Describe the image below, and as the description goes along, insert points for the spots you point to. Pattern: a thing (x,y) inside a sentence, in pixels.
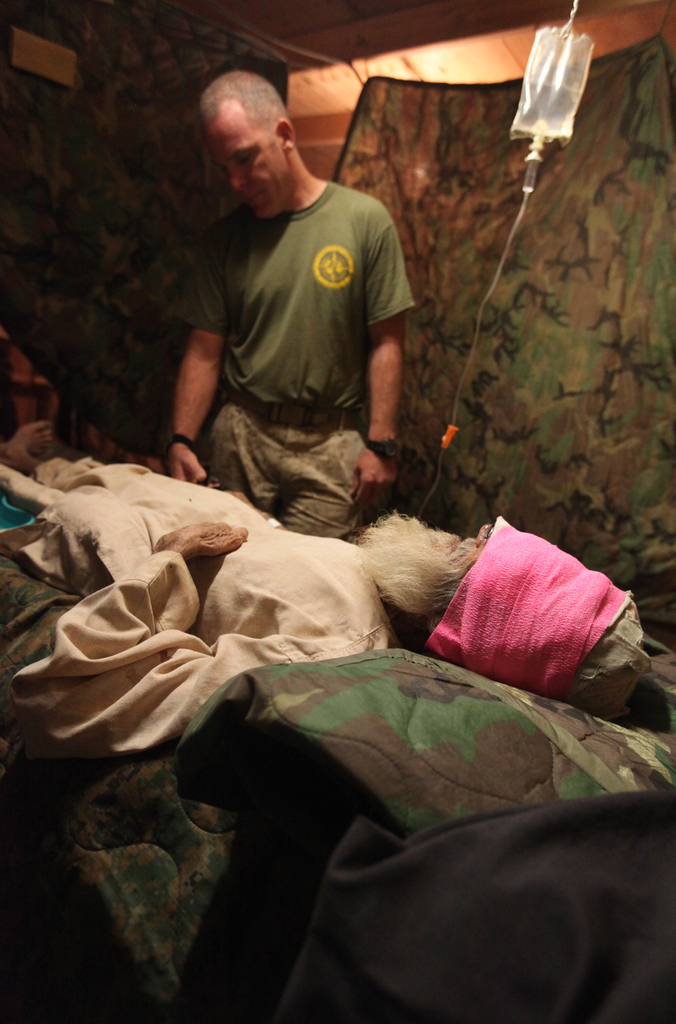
In this image there is a person (344,625) lying on the bed (279,766). Behind it a person (288,447) is standing. He is wearing a green T-shirt (292,322). Right to a saline packet (538,94) is hanging. Background (526,397) there are curtains (150,438).
